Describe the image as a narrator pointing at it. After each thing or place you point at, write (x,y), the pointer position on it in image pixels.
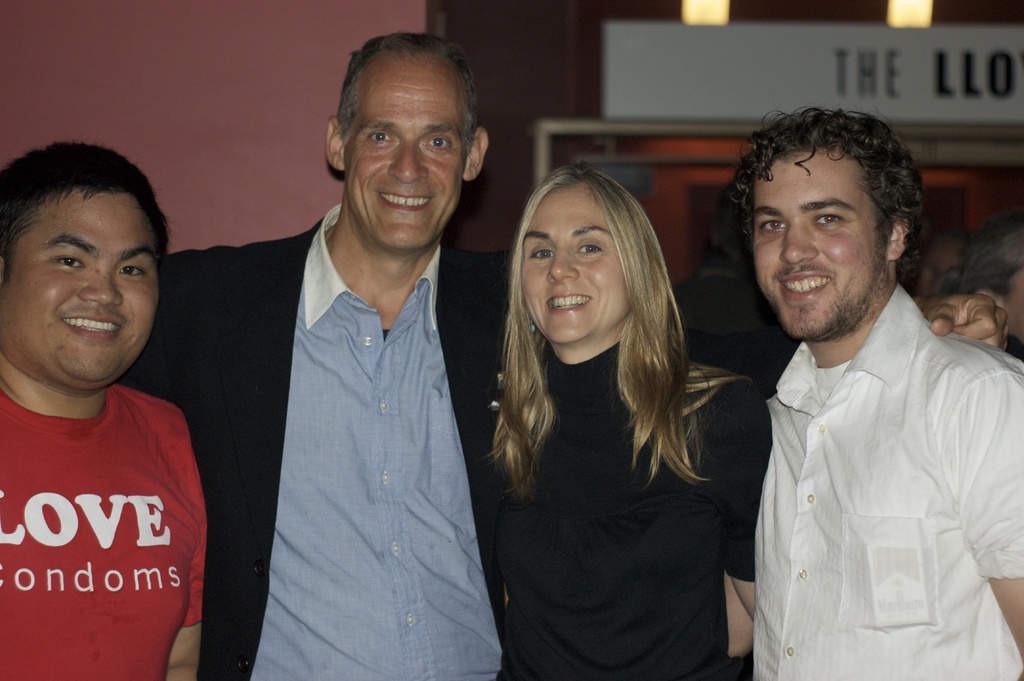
In this image there are four people (626,447) standing. There are some other people (980,291) behind them. There is a wall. There is a door (964,179) in the background (955,185).
